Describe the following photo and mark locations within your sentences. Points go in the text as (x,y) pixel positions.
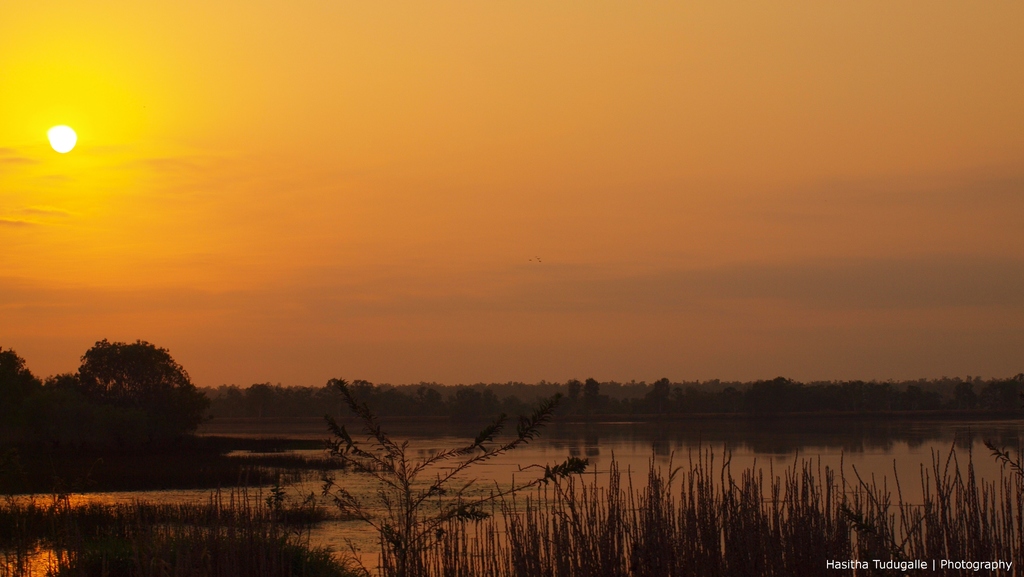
At the bottom (498,484), we see the grass (509,509) and the trees (406,490). In the middle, we see water (634,453) and this water (553,463) might be in the pond (541,459). There are trees (669,412) in the background (659,410). At the top (752,152), we see the sky (542,114) and the sun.
